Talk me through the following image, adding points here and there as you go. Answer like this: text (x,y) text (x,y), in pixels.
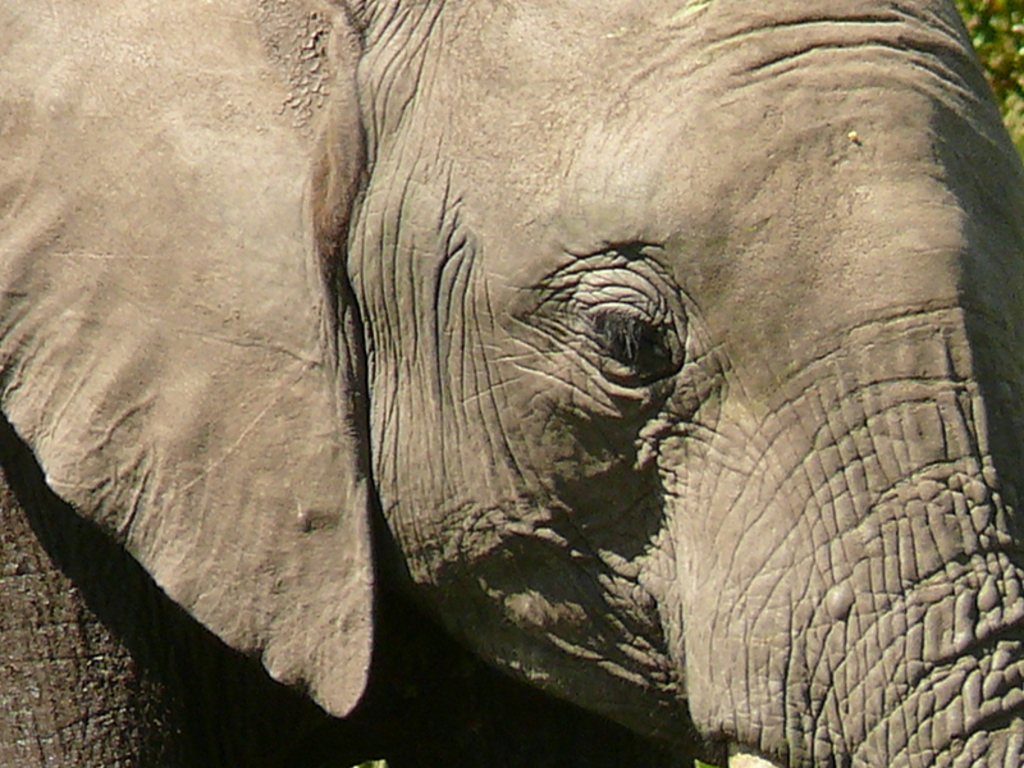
In this picture I can see an elephant (421,182).
